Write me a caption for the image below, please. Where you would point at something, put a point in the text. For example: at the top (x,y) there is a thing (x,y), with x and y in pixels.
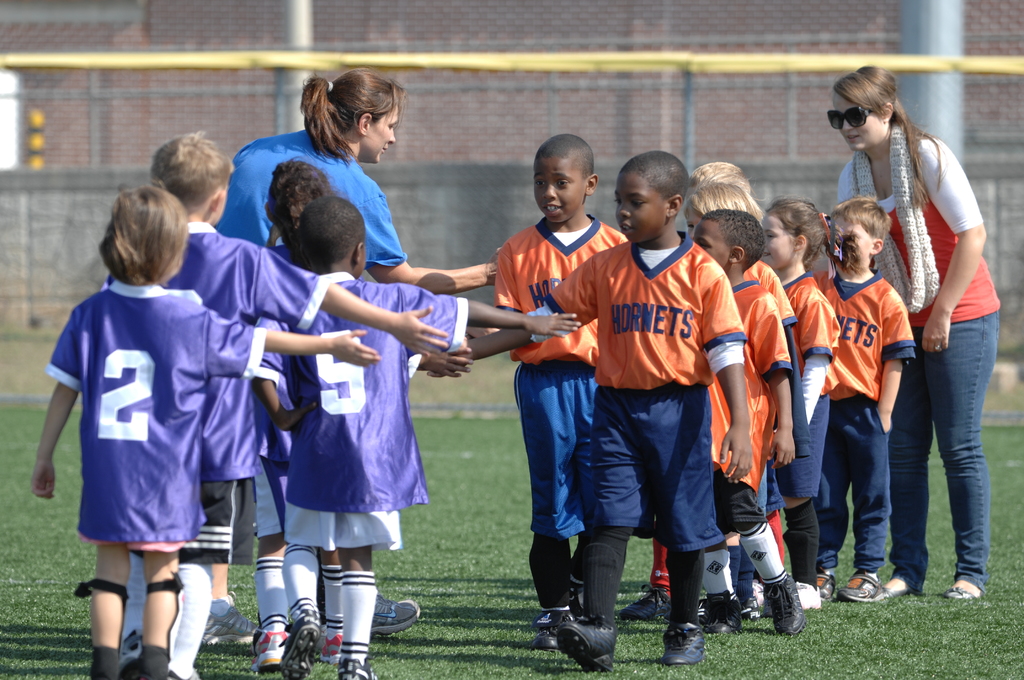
Children (892,372) are standing in a ground (66,606) wearing blue and orange t shirts (848,285). 2 women (912,233) are present with them. There are buildings (99,36) at the back (498,115).
